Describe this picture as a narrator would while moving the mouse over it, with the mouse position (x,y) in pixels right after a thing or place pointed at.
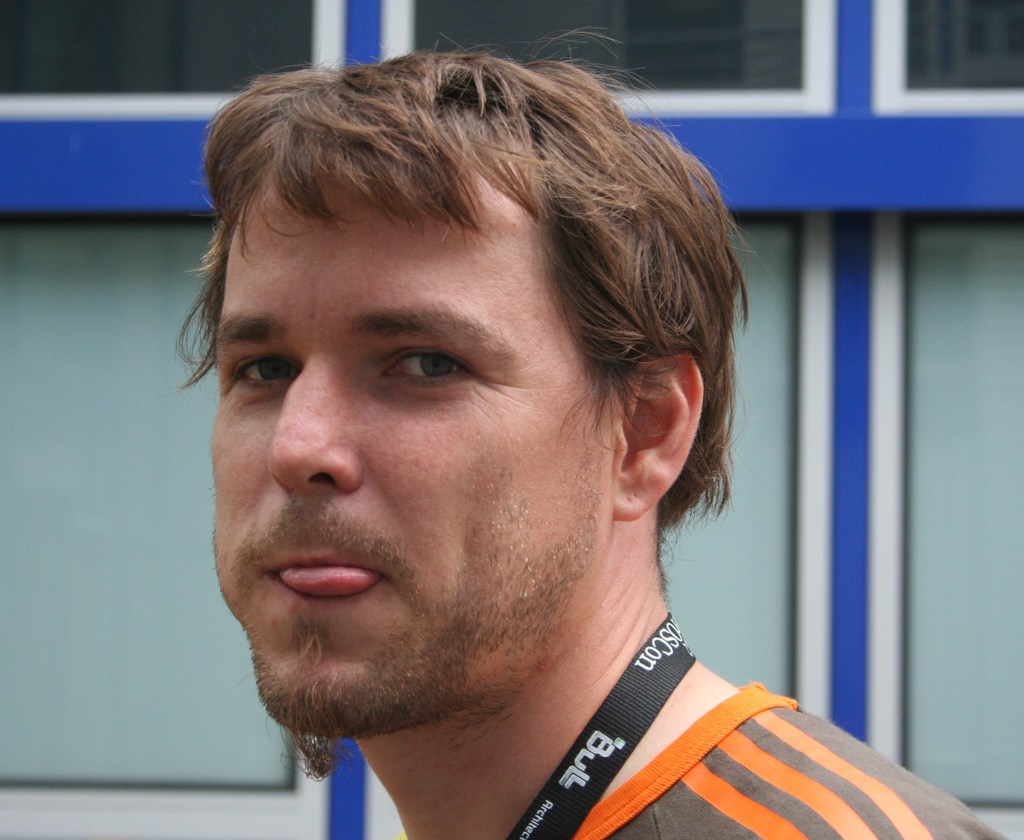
In this picture we can see a man (364,670) wore a tag (579,807) and in the background (257,66) we can see the wall (830,505), glass (79,70).
